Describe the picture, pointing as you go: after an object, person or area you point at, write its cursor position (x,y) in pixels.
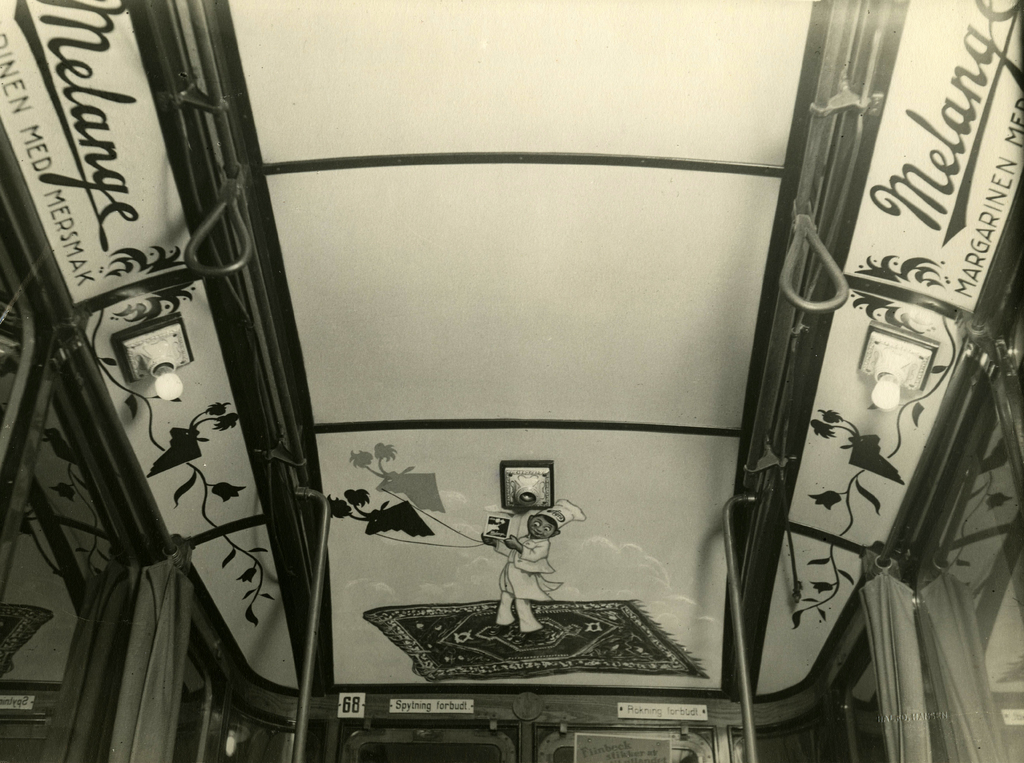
There are paintings (509,551) of a person (518,601), plants (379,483) and texts (50,3) and there are lights (888,399) attached to the roof (279,306). Below them, there are glass windows (999,613) and there are curtains (944,704).
